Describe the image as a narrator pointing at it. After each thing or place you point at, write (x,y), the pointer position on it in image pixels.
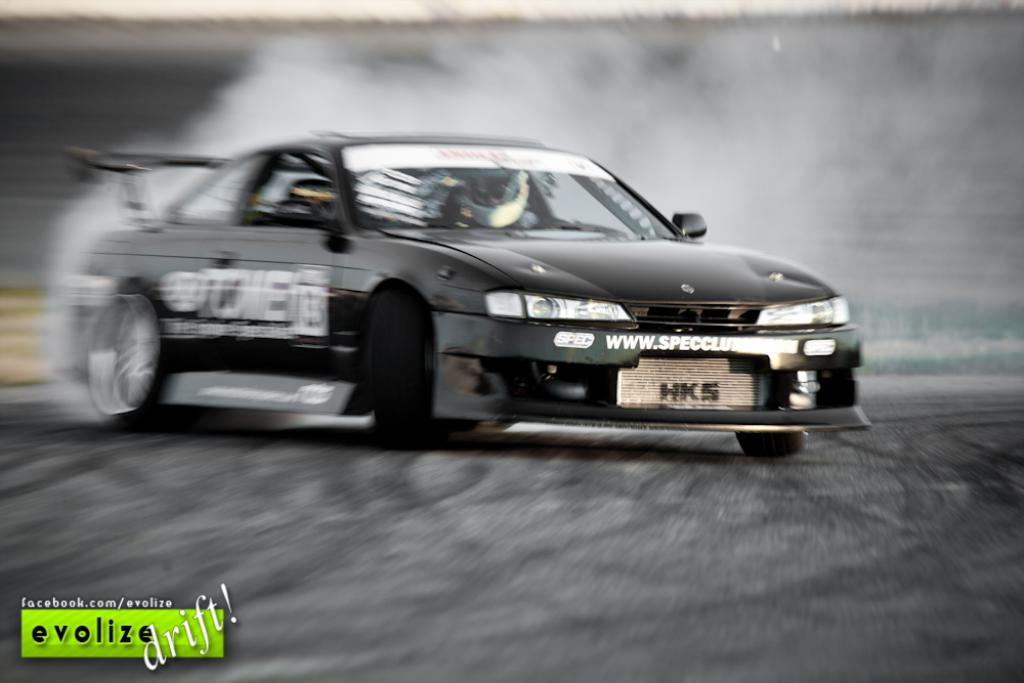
This is the blurred picture of a car (546,311) which is black in color and there are some things (173,295) written on it.
